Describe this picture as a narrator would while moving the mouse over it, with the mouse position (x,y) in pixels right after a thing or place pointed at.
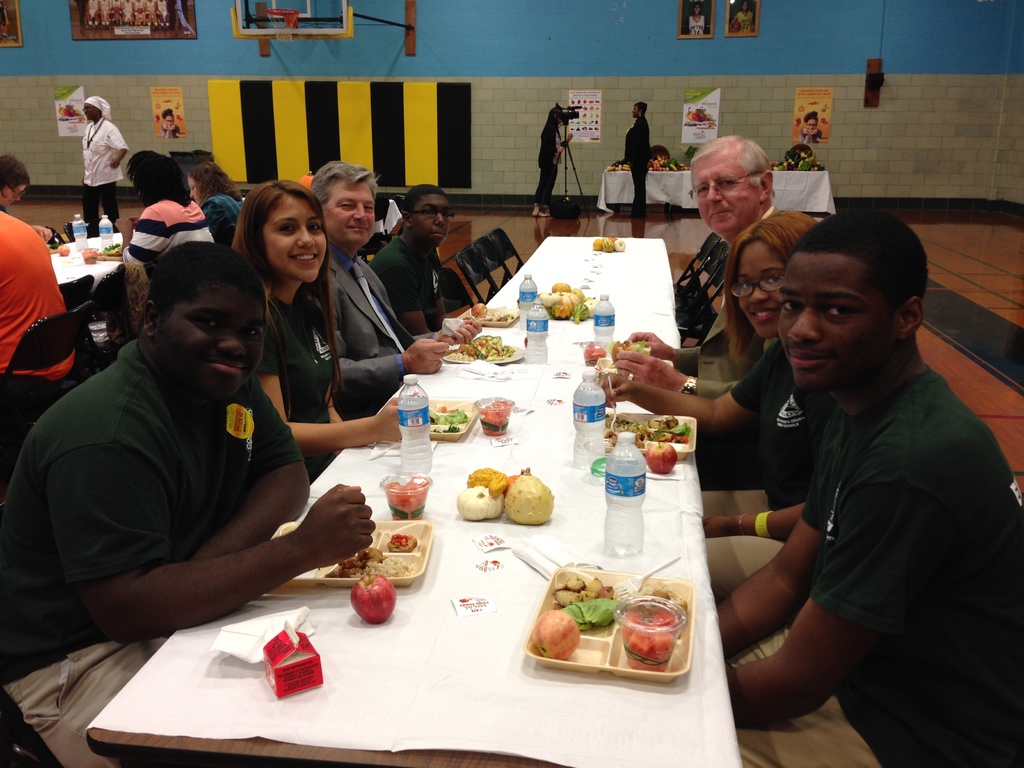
Few persons (416,302) are sitting on the chairs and these persons (90,110) are standing. We can see fruits (522,480), plates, food (498,425), bottles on the tables (523,435). This is floor (945,278). On the background (669,85) we can see wall (436,22), frames (734,26), basketball stand (293,10), posters (165,109). We can see camera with stand (583,202).
